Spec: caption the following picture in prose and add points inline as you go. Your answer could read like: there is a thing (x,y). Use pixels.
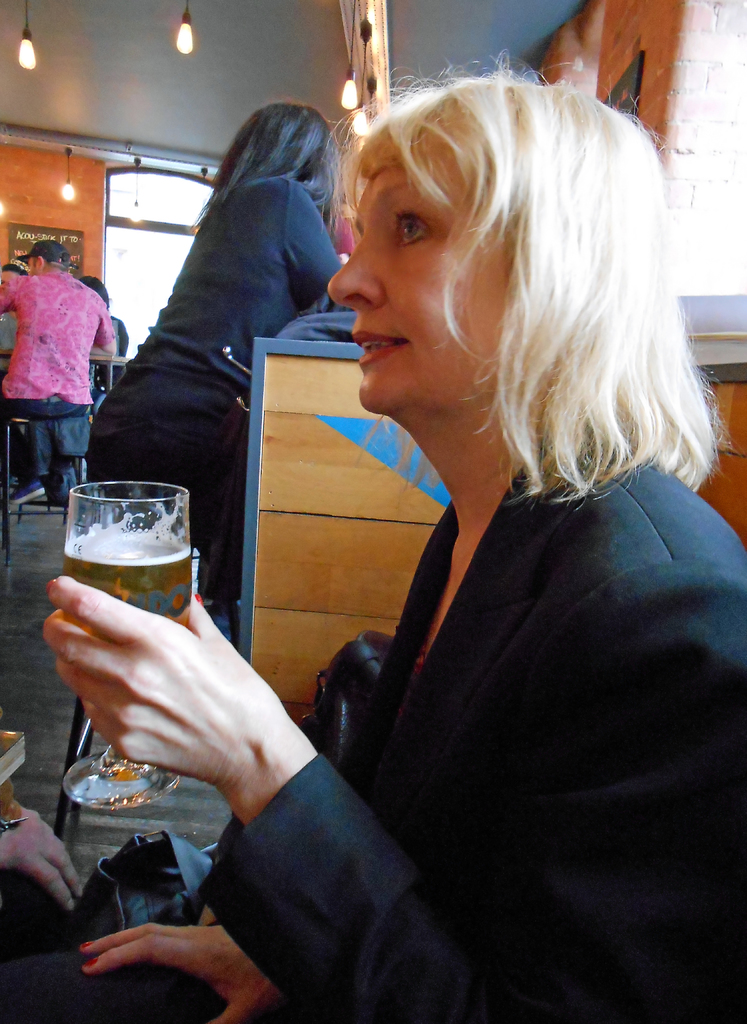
In this image we can see a group of people (41,335). In front (120,534) woman (116,630) is holding a glass (116,581) with a drink (131,536) and few people (138,438) are sitting on the chair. We can see a wooden wall (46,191) and a light (64,195).
